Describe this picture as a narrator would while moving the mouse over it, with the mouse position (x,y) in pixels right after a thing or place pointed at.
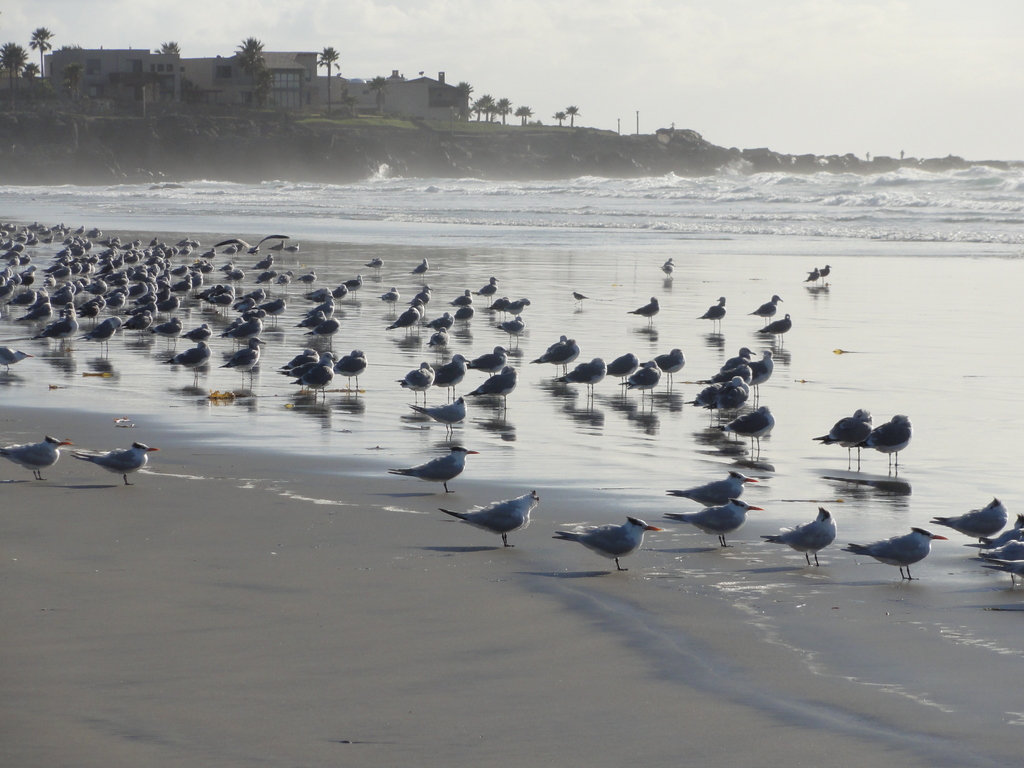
In this picture we can observe some birds (200,344) standing in the beach (416,331). We can observe an ocean (646,182) here. In the background (243,103) there are trees (257,93) and a building (314,93). We can observe a sky (714,79) here.
